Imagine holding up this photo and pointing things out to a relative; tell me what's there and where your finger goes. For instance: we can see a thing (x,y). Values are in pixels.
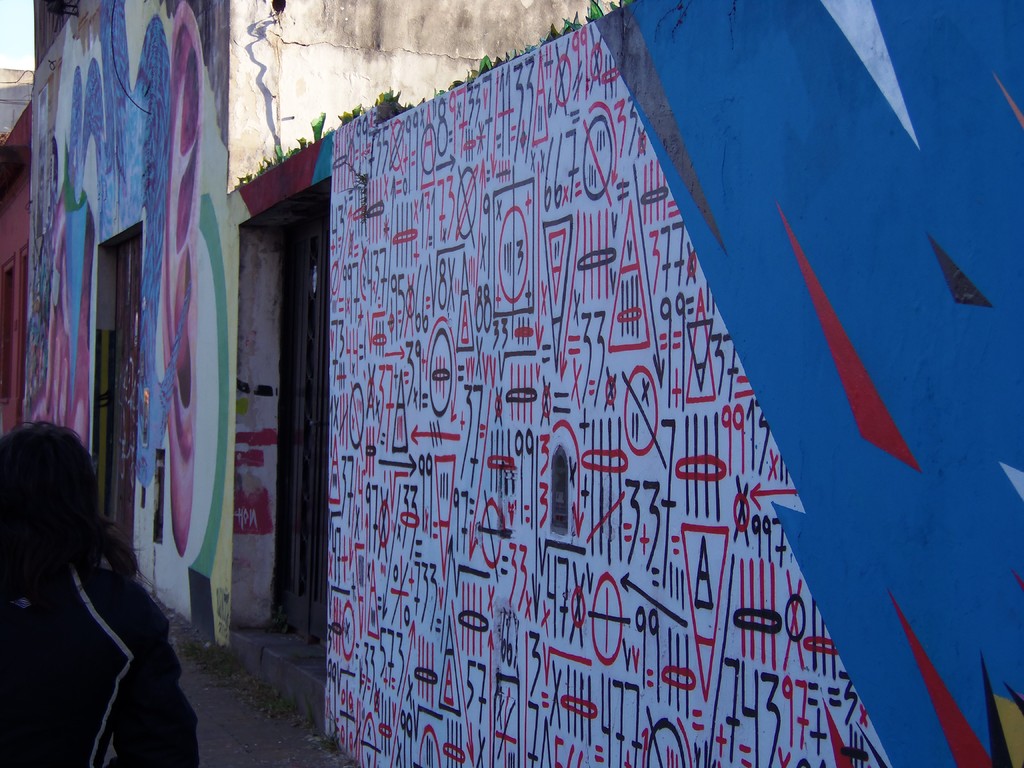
In this image I can see buildings (479,341), doors (310,445) and a person (117,580) on the road (184,664). On the top left (22,40) I can see the sky (22,46). This image is taken during a day.
